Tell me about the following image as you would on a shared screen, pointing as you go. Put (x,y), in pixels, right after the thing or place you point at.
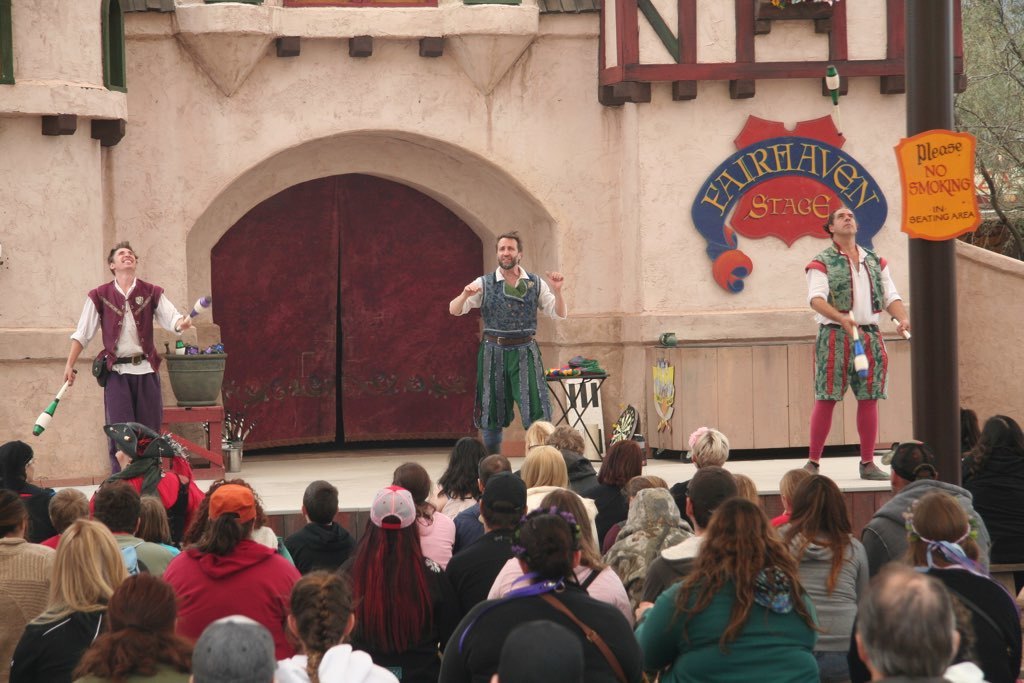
There is a crowd (371,578) at the bottom of this image (647,604). We can see three persons (878,294) are performing on the stage (438,442) as we can see in the middle (502,313) of this image. We can see a door (319,289) and a wall (504,145) in the background (704,158). There is a pole (944,299) on the right side of this image (948,270).
